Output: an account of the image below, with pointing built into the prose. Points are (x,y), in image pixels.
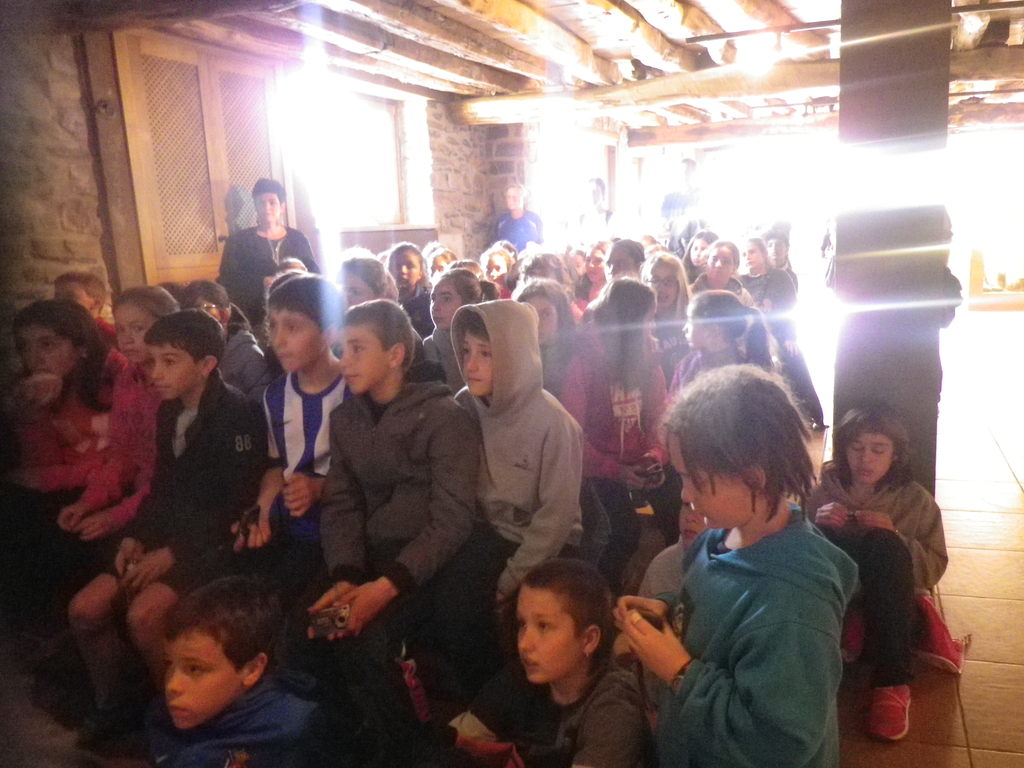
In this image we can see children (395,399) sitting. On the right (924,391) there is a pillar (924,391). In the background (288,247) there are people (674,217) standing and we can see a wall (42,152), a door (194,190) and windows (345,204). At the top (302,60) there are lights (305,93).
